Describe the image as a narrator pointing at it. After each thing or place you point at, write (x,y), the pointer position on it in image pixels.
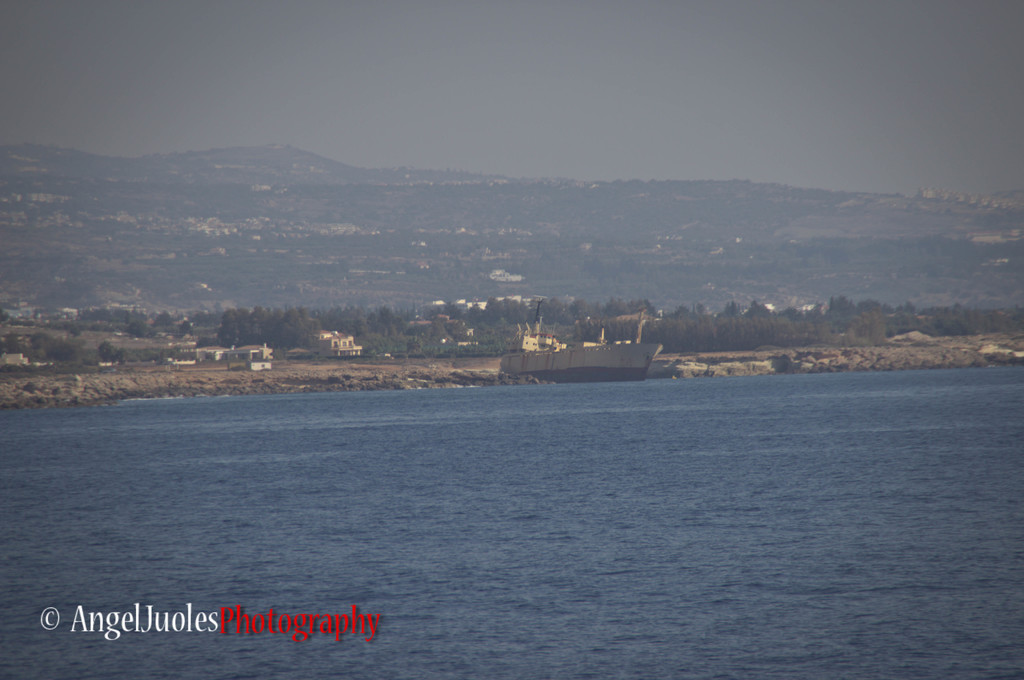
In this picture I can see a ship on the water (443,473). I can see buildings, trees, hills (351,189), and in the background (754,65) there is the sky (754,65) and there is a watermark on the image.
